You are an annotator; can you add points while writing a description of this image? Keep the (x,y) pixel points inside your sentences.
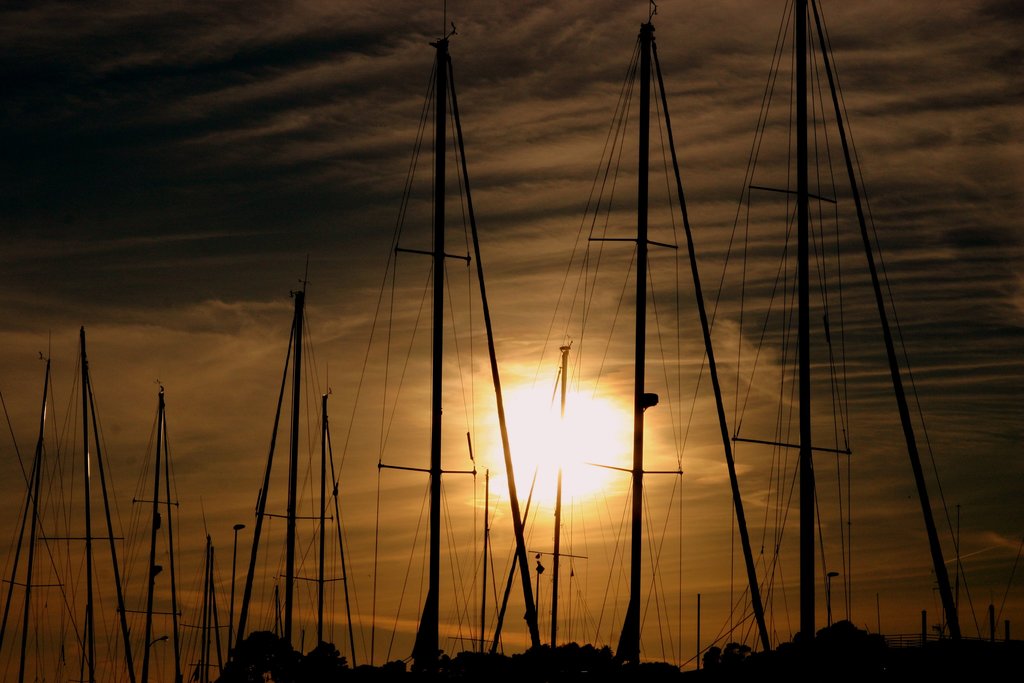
In the center of the image (508,426) we can see the sun (534,492) is present in the sky (578,307). At the bottom of the image (524,673) we can see the trees (470,671). In the background of the image (26,615) we can see the poles (26,615) and wires (92,397). At the top of the image (396,78) we can see the clouds (542,185) are present in the sky (419,296).
